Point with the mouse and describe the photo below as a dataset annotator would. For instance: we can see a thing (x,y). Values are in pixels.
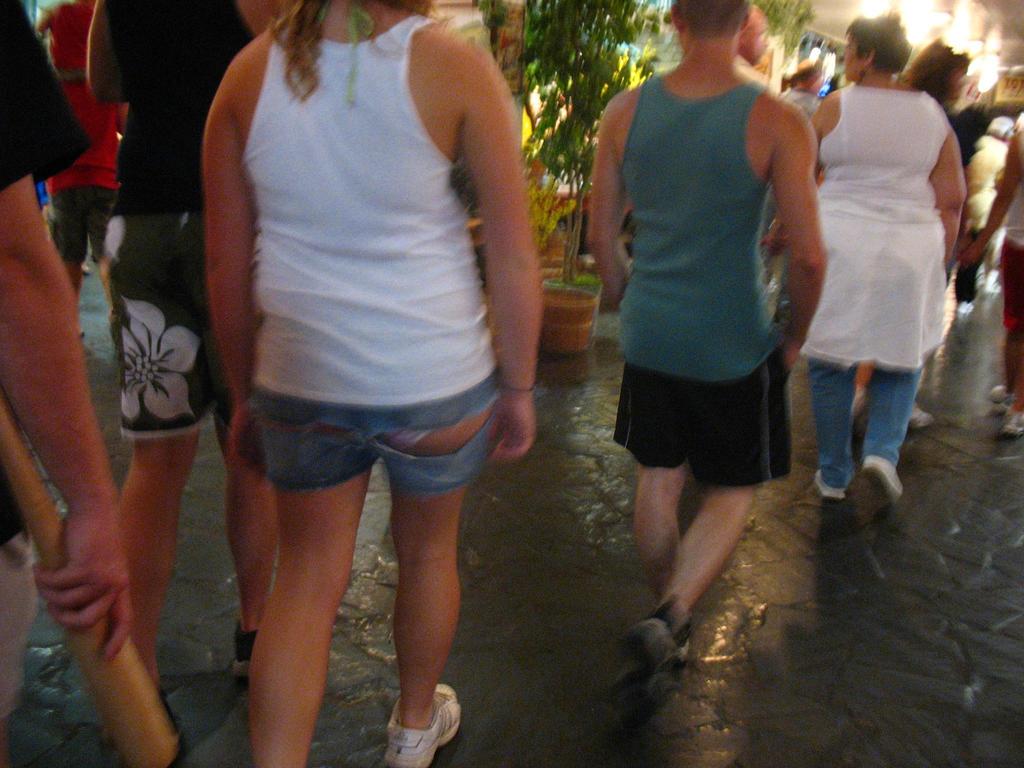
Here we can see group of people (296,296) walking and we can see plants (590,12). Background (983,50) we can see lights (924,45).
